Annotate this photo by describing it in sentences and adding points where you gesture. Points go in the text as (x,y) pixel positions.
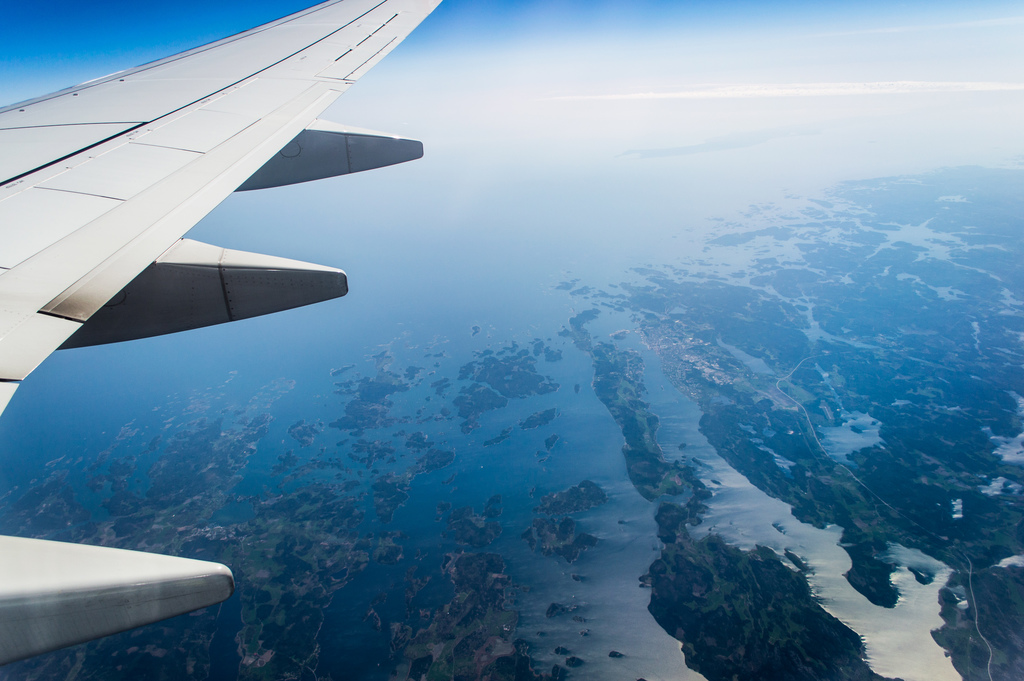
In this image I can see the sky (537,116) and on the left side of this image (16,560) I can see an airplane's wing (349,138).
